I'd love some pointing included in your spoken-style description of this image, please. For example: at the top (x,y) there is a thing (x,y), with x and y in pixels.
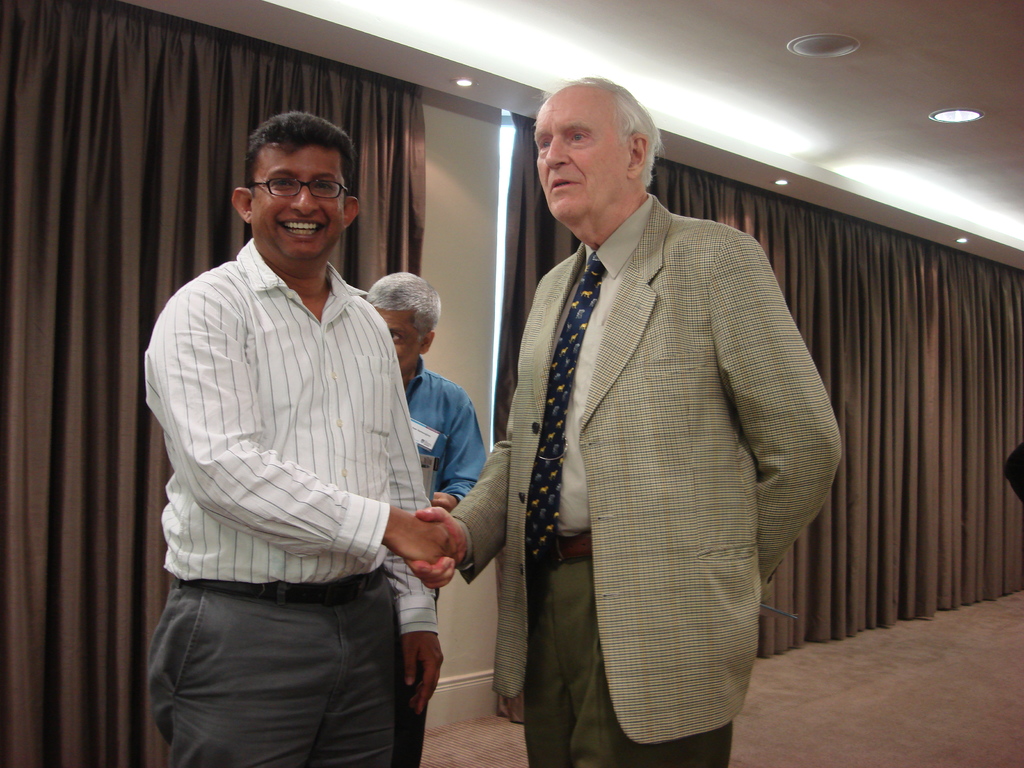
In this image I can see a person (291,428) wearing white shirt (261,412) and grey pant (259,665) and another man (606,545) wearing cream colored jacket (672,470), cream colored shirt (601,321) and blue tie (569,365) is standing and they are shaking hands (457,541). In the background (402,295) I can see a person (463,397) wearing blue shirt (449,440), the wall (492,293), the ceiling (653,70), few lights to the ceiling (891,117) and the curtain (141,243).
